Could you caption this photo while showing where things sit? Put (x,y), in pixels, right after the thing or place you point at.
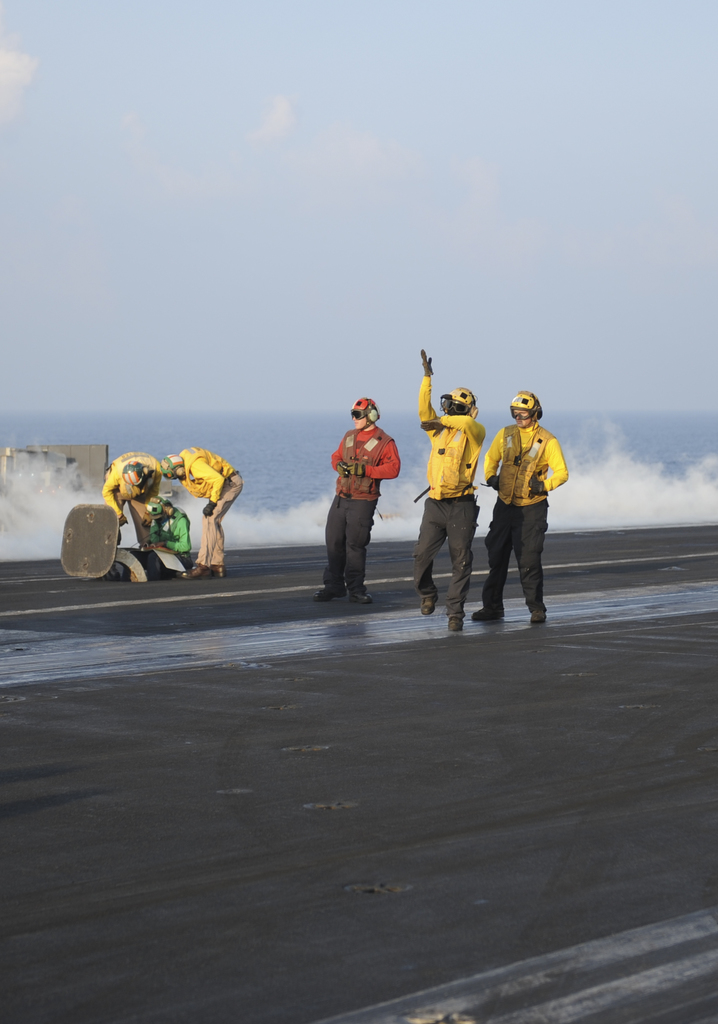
In this image we can see some people (347,566) wearing headphones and helmets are standing. In the background (292,463), we can see water (255,456). At the top of the image (230,299) we can see the sky (255,78).
